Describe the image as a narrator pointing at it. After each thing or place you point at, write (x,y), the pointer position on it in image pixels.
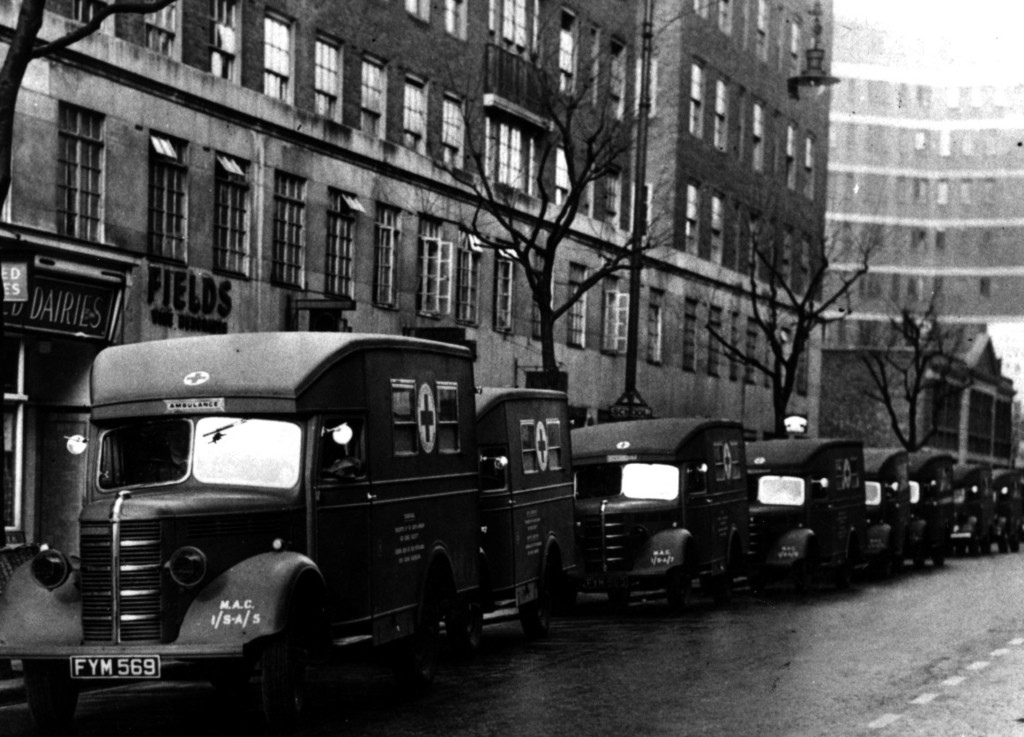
This is a black and white image. We can see vehicles (167,549) on the road (958,562) as we can see at the bottom of this image (823,678). There are trees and buildings (727,179) in the background (618,247).
